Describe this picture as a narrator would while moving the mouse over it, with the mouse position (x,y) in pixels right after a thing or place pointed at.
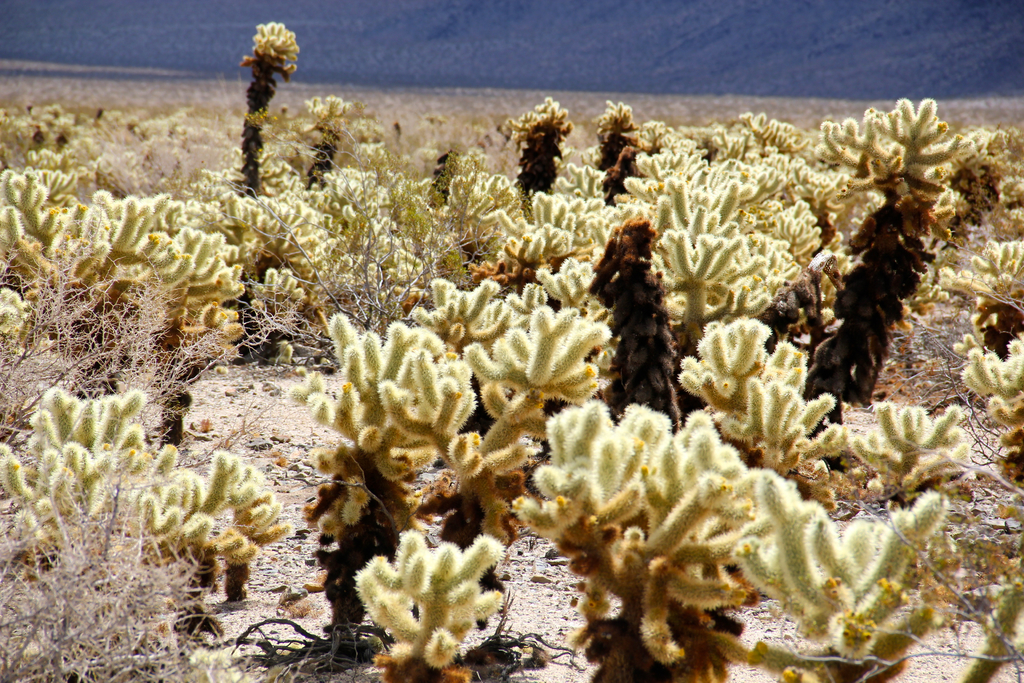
This image consists of small plants (457,554). At the bottom (310,568), there is ground (248,607). In the background (496,27), there is a mountain (674,34). And there are dried plants (137,596) in this image.
